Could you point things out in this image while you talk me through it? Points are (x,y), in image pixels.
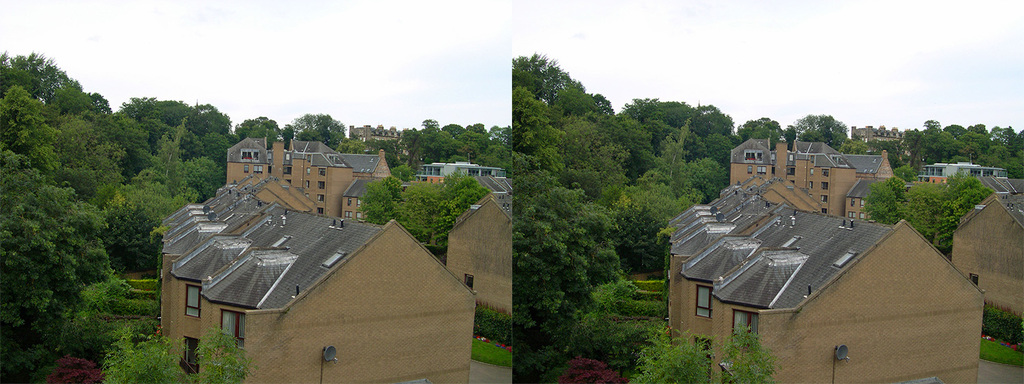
As we can see in the image, on the top (221,78) there is a white sky (242,79) and there are lot of trees (88,254) and buildings (268,307). The rooftop (300,259) of the houses (305,272) is in grey color.
